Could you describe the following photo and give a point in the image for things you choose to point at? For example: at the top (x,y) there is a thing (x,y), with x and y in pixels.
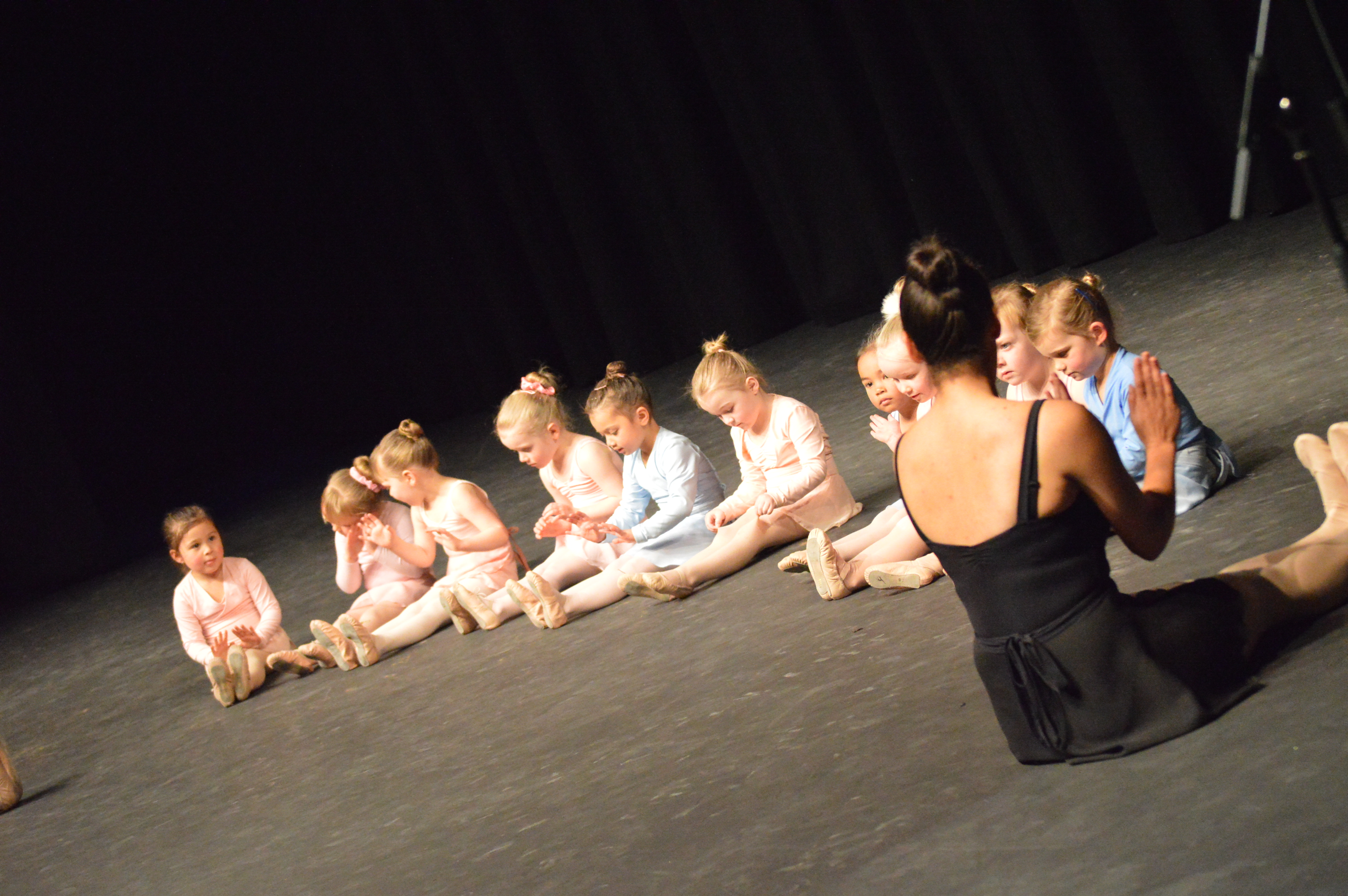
This image is taken indoors. In this image the background (395,193) is dark. At the bottom of the image (405,805) there is a floor (402,781). In the middle of the image (668,508) a woman (911,515) and a few kids (419,540) are sitting on the floor (855,475).
